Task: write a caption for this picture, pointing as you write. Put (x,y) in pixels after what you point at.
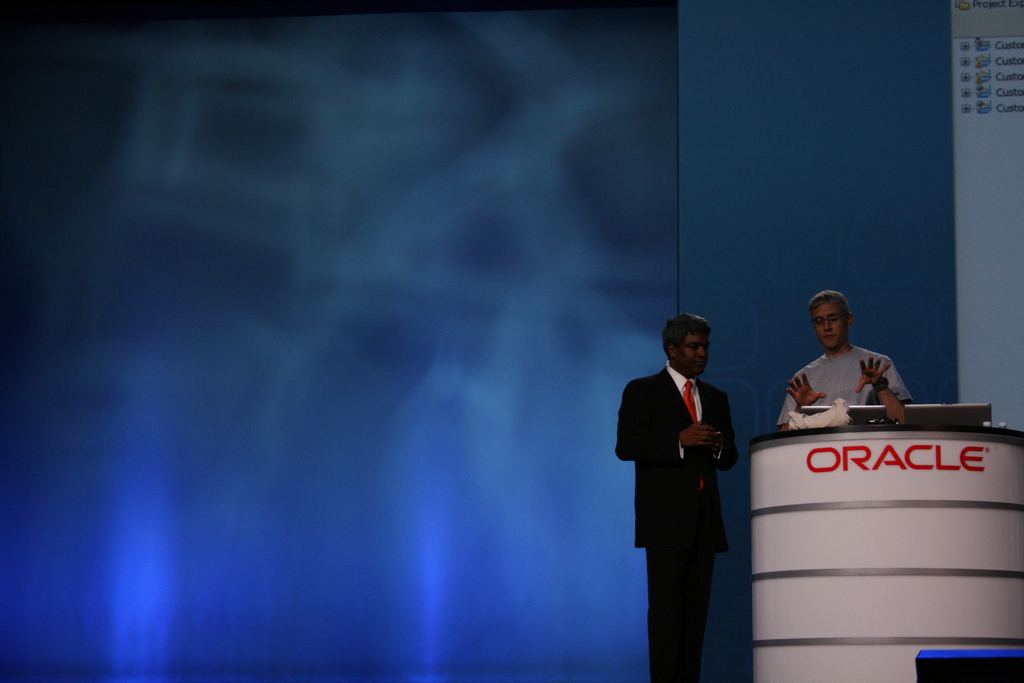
There are two men (707,420) standing. This is a podium (848,521). I can see two laptops (876,413) and a paper (815,427) are placed on the podium (891,533). This looks like a screen (482,495), which is bluish in color.
